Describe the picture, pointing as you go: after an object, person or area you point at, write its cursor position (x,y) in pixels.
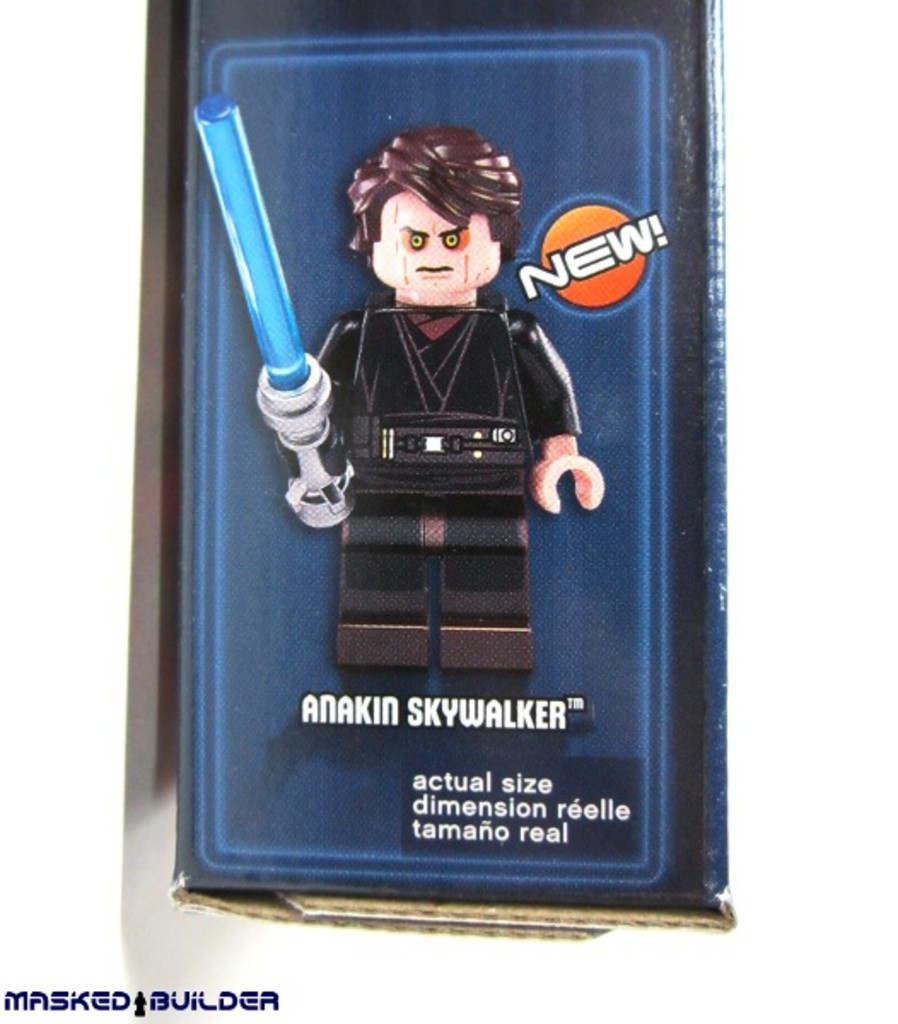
In this picture I can see a cartoon (434,378) and some text (470,712) and I can see a watermark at the bottom left corner of the picture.
